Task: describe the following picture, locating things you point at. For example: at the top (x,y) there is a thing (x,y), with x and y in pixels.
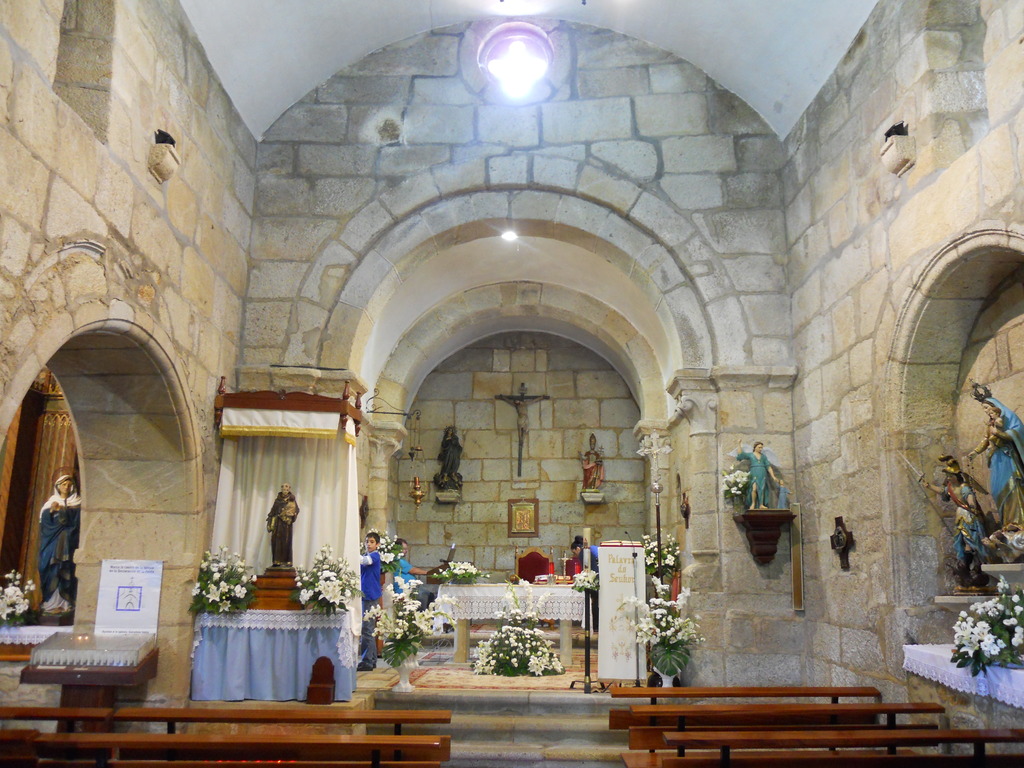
It seems like the picture is captured inside the church (730,280), there are many sculptures (778,503), flower plants (210,574) and empty benches (217,712).
